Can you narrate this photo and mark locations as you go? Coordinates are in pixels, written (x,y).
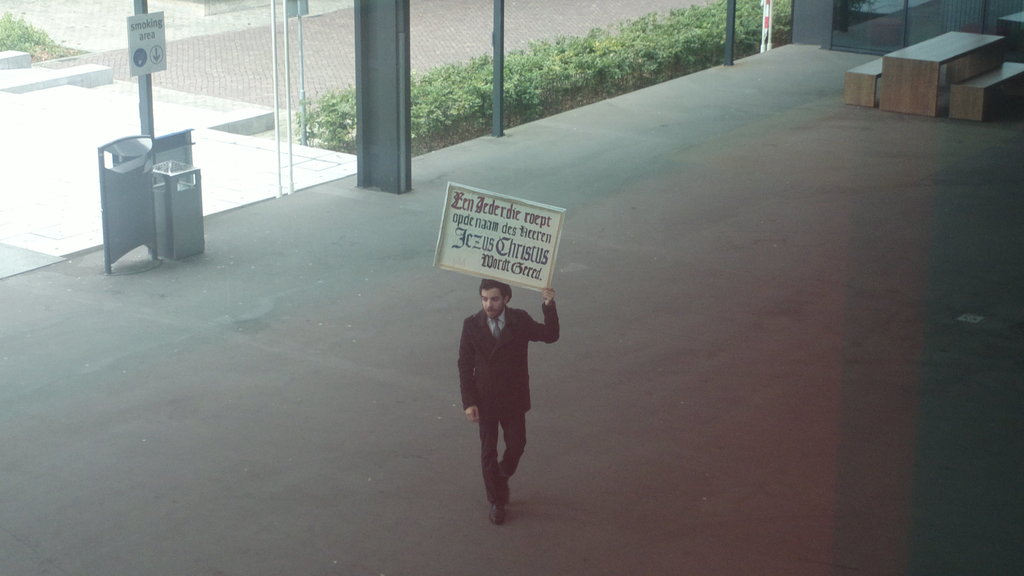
In this picture we can see a person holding a name board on the floor (388,383) and in the background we can see benches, poster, glass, metal poles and some objects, from glass (909,18) we can see plants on the ground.
